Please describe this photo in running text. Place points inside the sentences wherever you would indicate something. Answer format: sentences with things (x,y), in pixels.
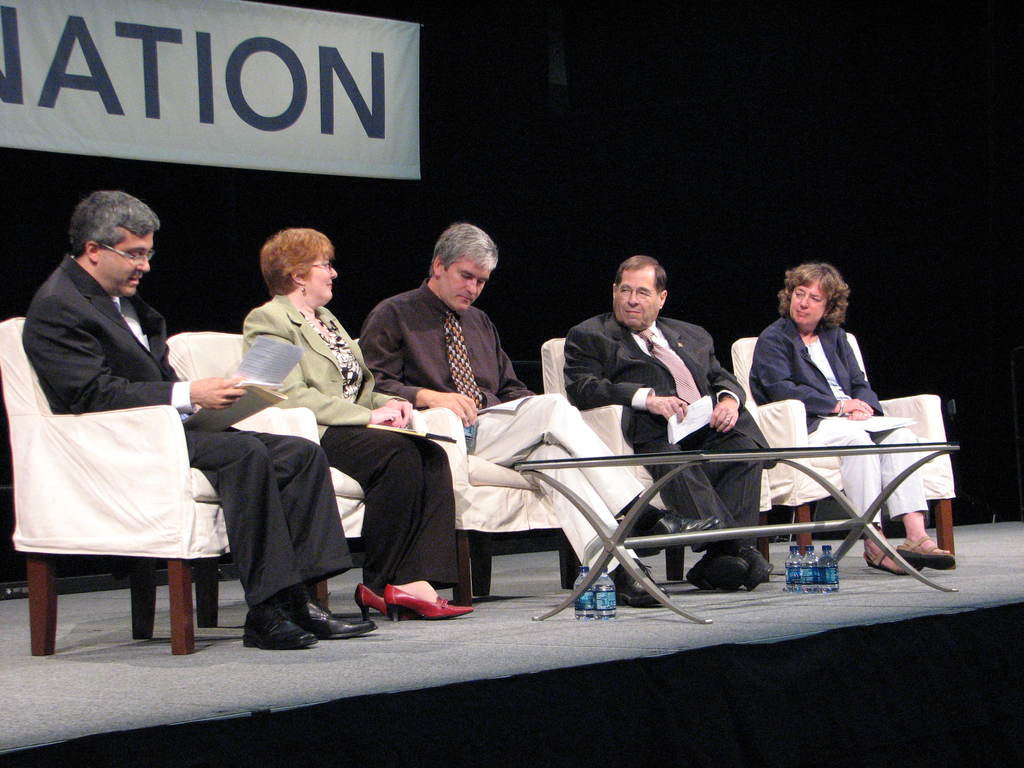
In this image in the front (799,456) there is a table (781,456) and under the table (761,453) there are bottles (610,590) and in the center (371,361) there are persons (596,369) sitting on chair (166,423) holding papers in their hands (392,409). In the background (335,182) there is a curtain (313,184) and on the curtain (218,177) there is a banner (272,120) with some text (274,92) written on it.
